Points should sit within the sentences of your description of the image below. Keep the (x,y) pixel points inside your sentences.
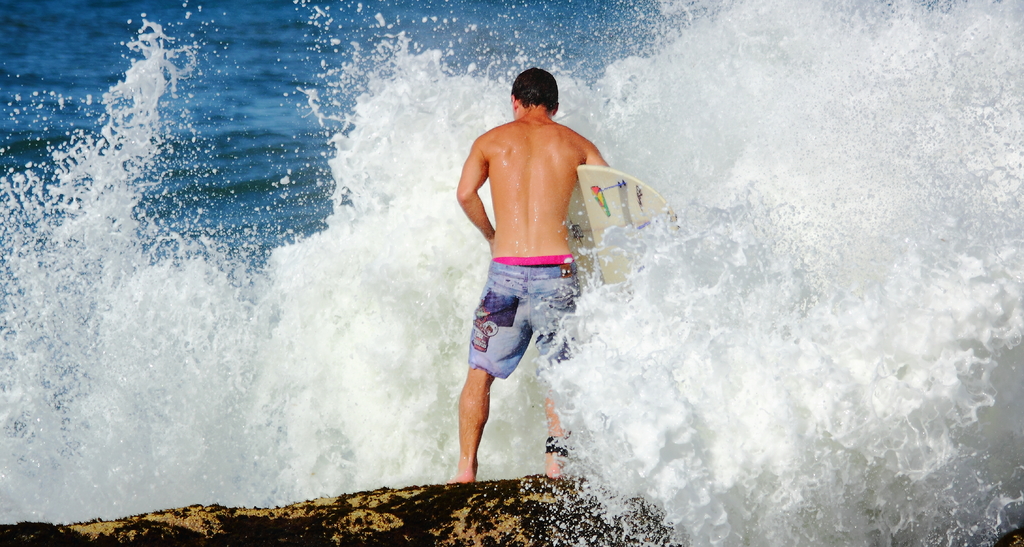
In this image we can see a man (526,217) holding a surfboard (596,231) and standing. We can see water (702,141) in the background (402,100).
